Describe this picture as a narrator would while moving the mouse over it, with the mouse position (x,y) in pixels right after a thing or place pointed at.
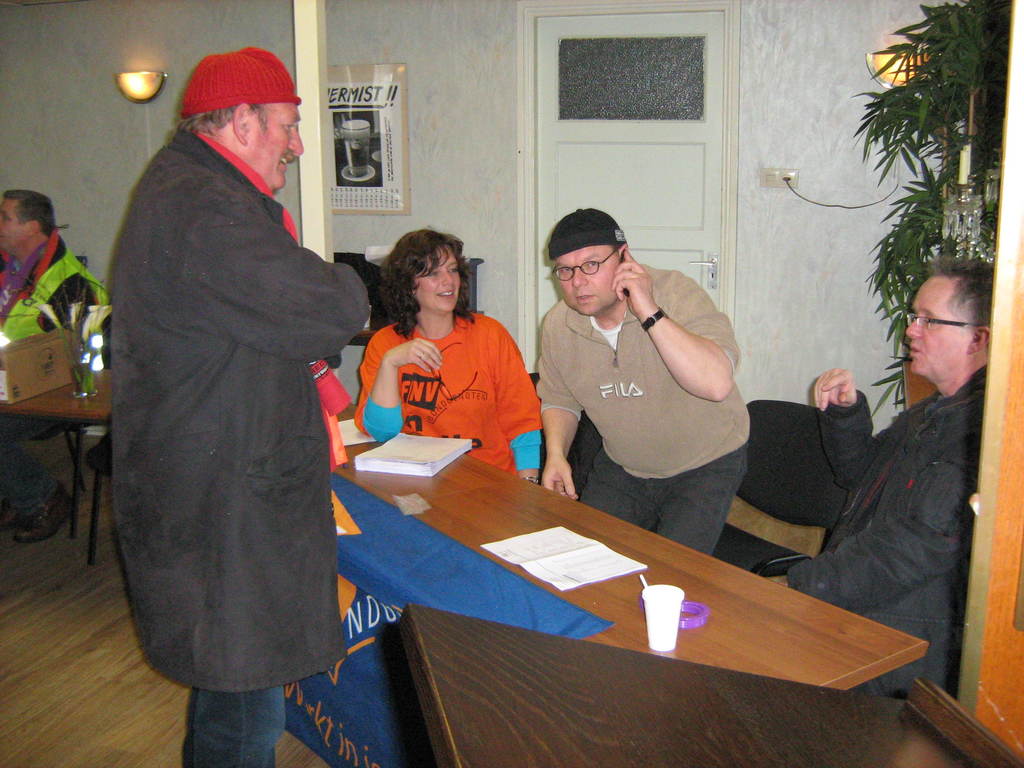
Here is a person (253,639) standing wearing a red cap (266,95) and jerkin (192,437). There are group of people (629,389) sitting on the chairs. This is a table (755,642). On this table (690,587) I can see a tumbler (656,610), paper (569,548), book (448,439) placed on it. This is a blue cloth (378,581) hanging through the table (742,627). At background (136,112) I can see a wall lamp (146,101) attached to the wall (180,78). This is a door (677,178) with a door handle (702,263). At the right corner of the image (917,130) I can see a Tree (964,63). At the left corner of the image (84,293) I can see a man (62,274) sitting on the chair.
